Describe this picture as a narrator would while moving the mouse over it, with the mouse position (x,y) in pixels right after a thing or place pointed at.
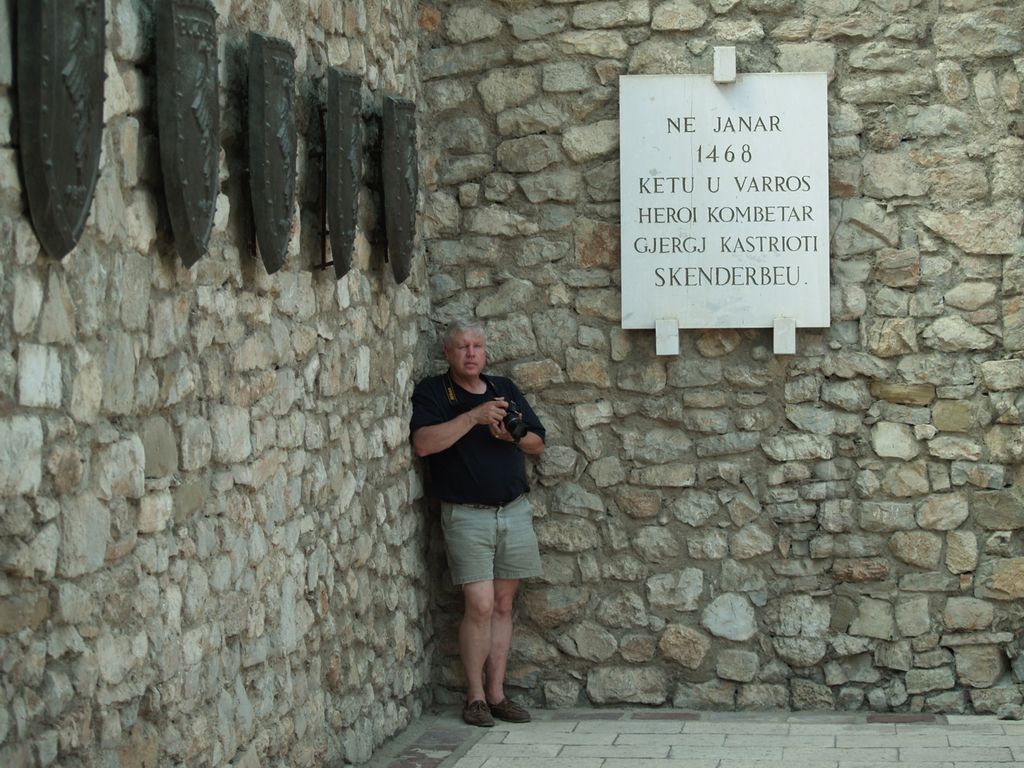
In this image I can see a person (475,464) standing in front (487,453) the wall (665,477), on the wall (656,455) I can see a white color notice board (738,189) attached to the wall (504,224), on the notice board (703,214) I can see text (783,182) and I can see some objects (83,181) attached to the wall (173,318) on the left side (35,221).
